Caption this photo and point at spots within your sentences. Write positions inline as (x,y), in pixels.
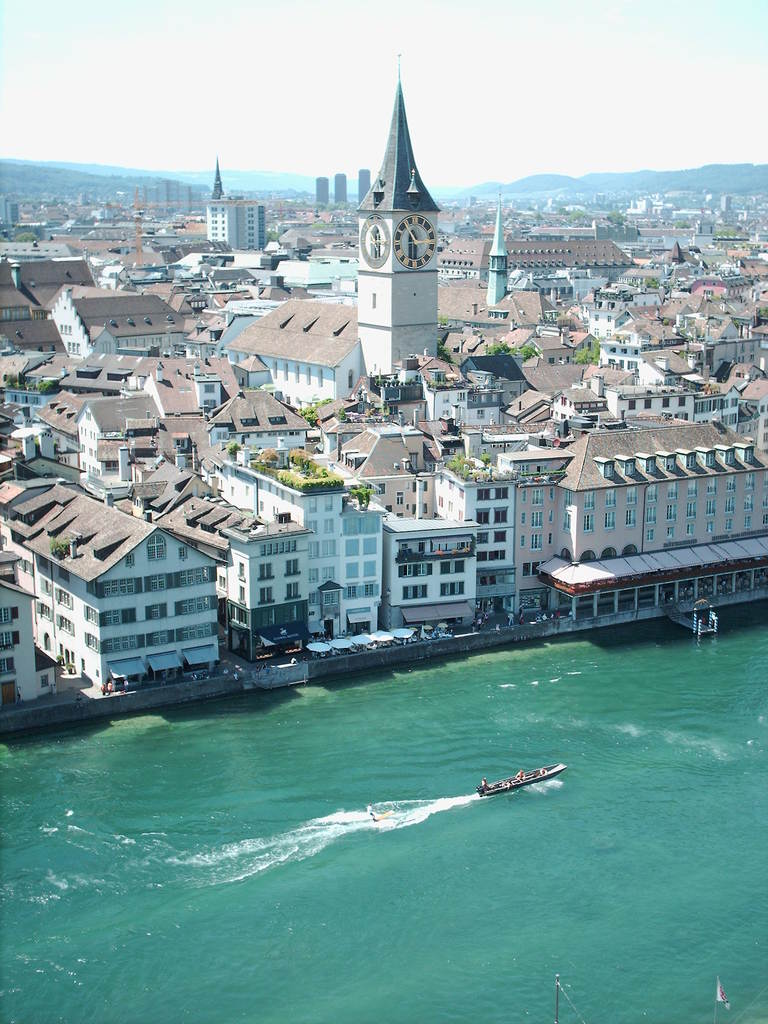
In this image we can many buildings (436,401). There are few trees (320,483) in the image. There are few hills (561,178) in the image. We can see the sky (605,127) in the image. We can see the sea (519,790) in the image. There are few people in the image. We can see few people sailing on the watercraft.
